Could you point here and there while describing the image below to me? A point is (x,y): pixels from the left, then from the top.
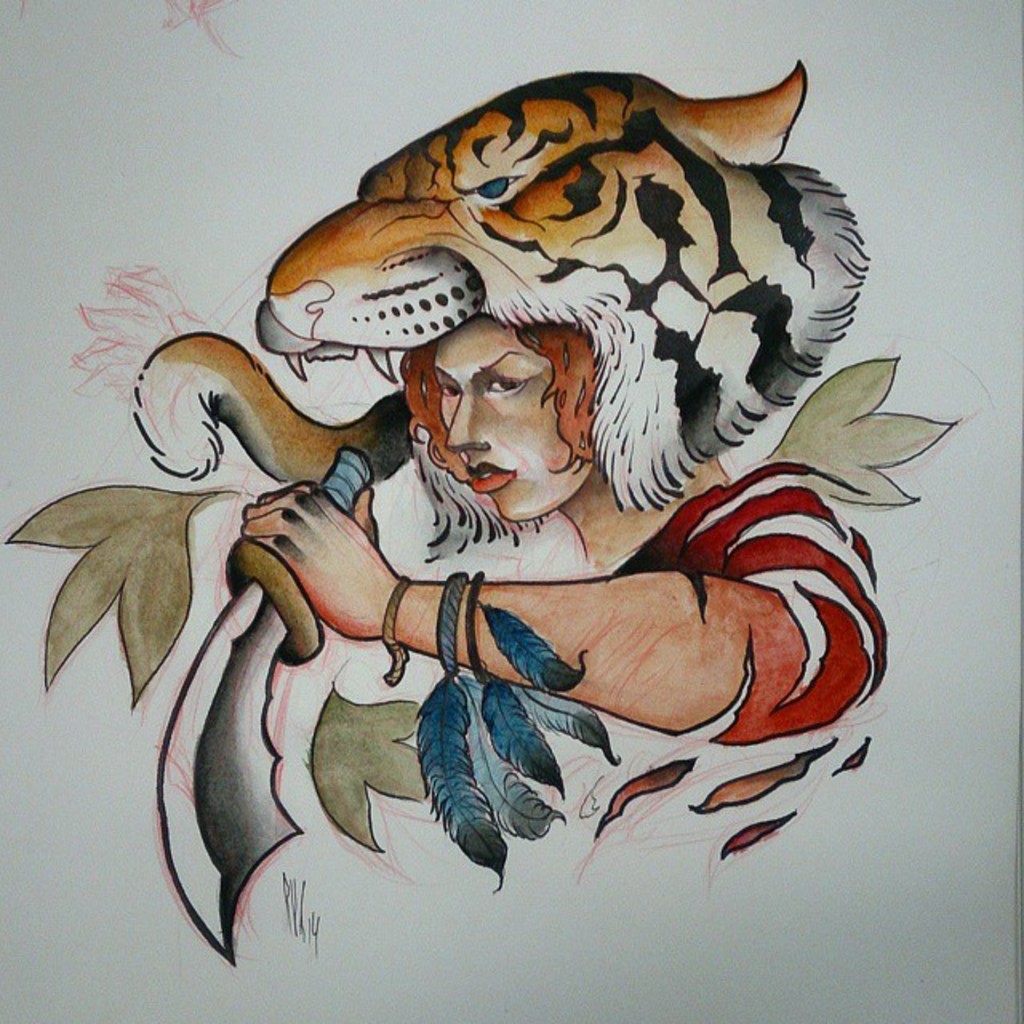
There is a painting (475,587) of a person (370,603) holding a sword (272,612) as we can see in the middle of this image (594,579).
